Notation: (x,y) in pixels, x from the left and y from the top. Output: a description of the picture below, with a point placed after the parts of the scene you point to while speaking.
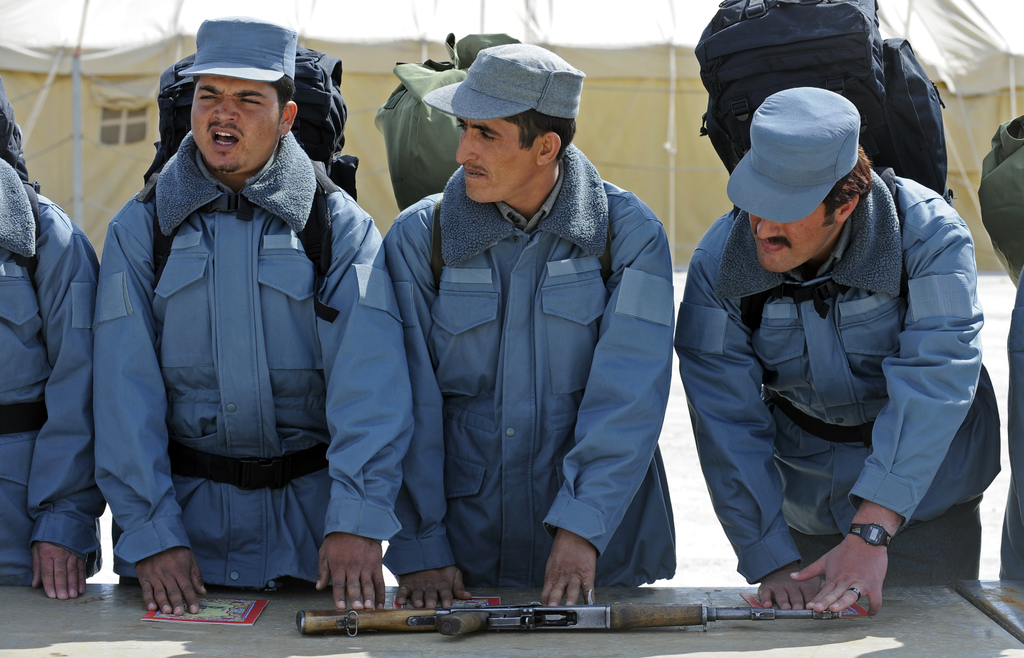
In this image, we can see a group of people (617,351) wearing backpacks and standing in front of the table (205,627), on that table (221,642), we can see a book (199,620) and a gun (657,618). In the background (69,45), we can see a tent (707,181).
